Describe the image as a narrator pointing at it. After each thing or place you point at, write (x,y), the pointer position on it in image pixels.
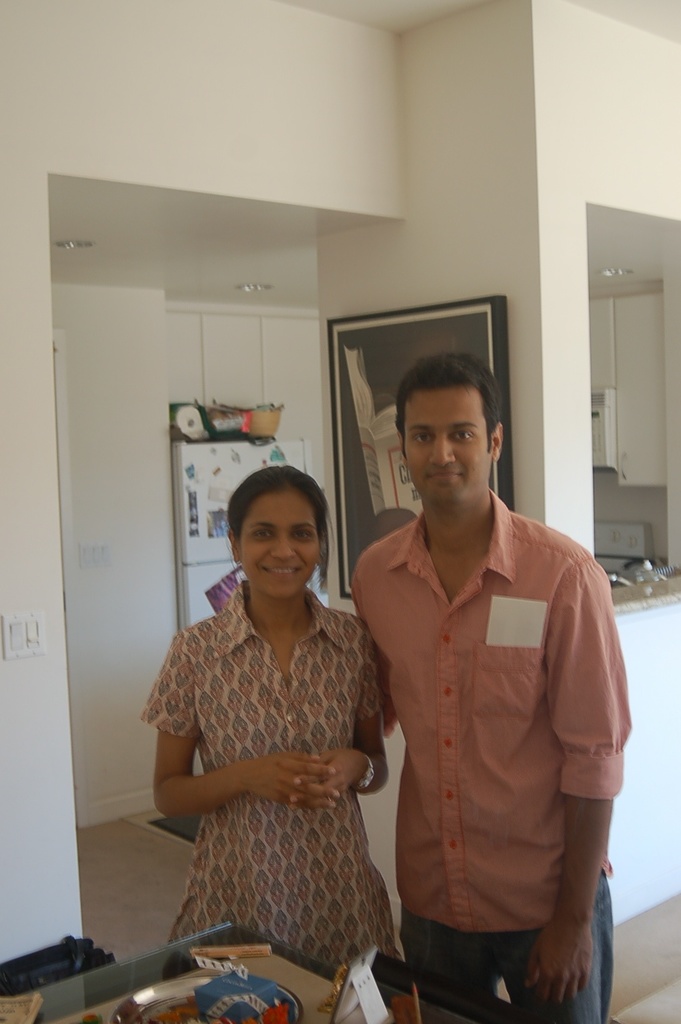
This image is taken indoors. In the background (571,382) there are a few walls (588,452) and there is a picture frame (408,317) on the wall (440,201). On the right side of the image (623,587) there is a kitchen platform (640,596) with a few things (654,575) on it. In the middle of the image (447,413) a man (450,729) and a woman (345,767) are standing on the floor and there is a fridge (204,509). At the bottom of the image (191,980) there is a table (295,982) with a few things (229,989) on it.
